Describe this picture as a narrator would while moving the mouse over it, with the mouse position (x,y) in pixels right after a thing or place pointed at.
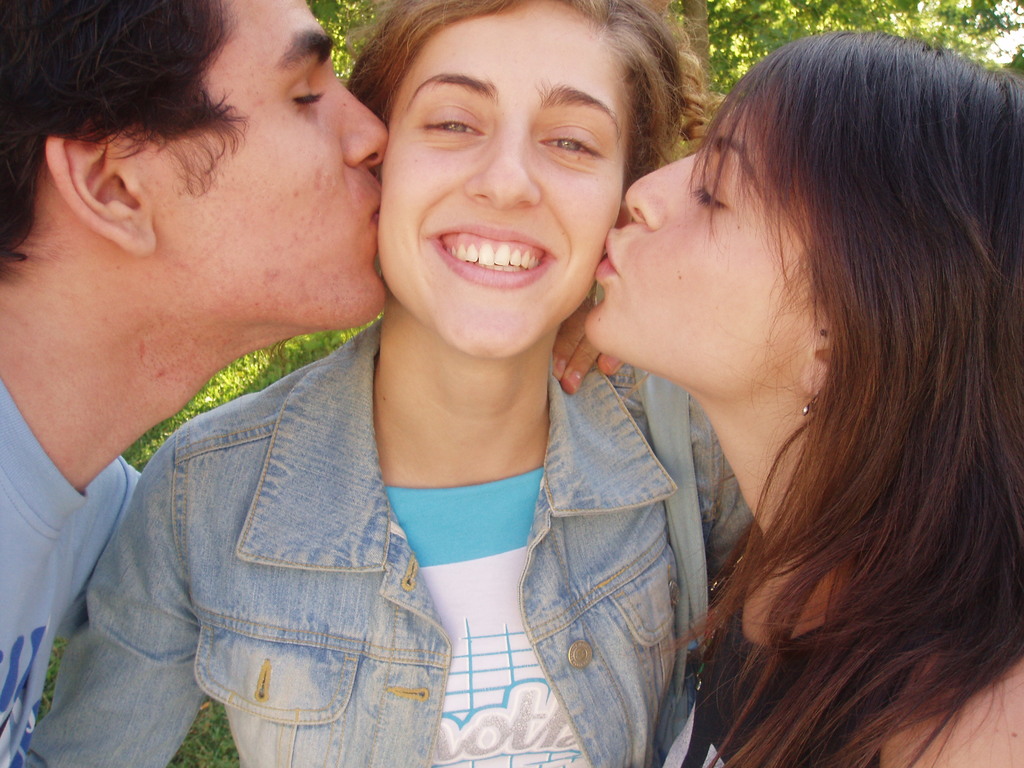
In this image there are persons (443,412) standing in the front (541,465). In the center (523,381) the woman (505,379) is standing and smiling. In the background (795,13) there are trees (734,60).
